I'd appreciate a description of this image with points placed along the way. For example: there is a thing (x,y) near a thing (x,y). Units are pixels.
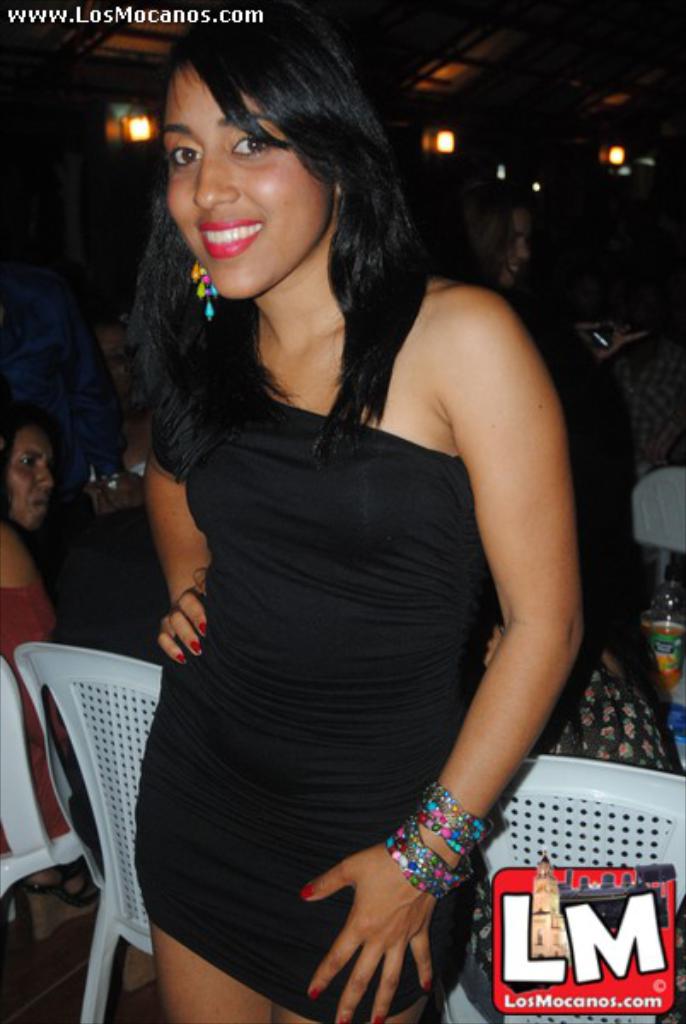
In this a beautiful woman (367,681) is standing and smiling, she wore black color top (339,652), behind there are white color chairs (105,701) and there are lights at the top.
